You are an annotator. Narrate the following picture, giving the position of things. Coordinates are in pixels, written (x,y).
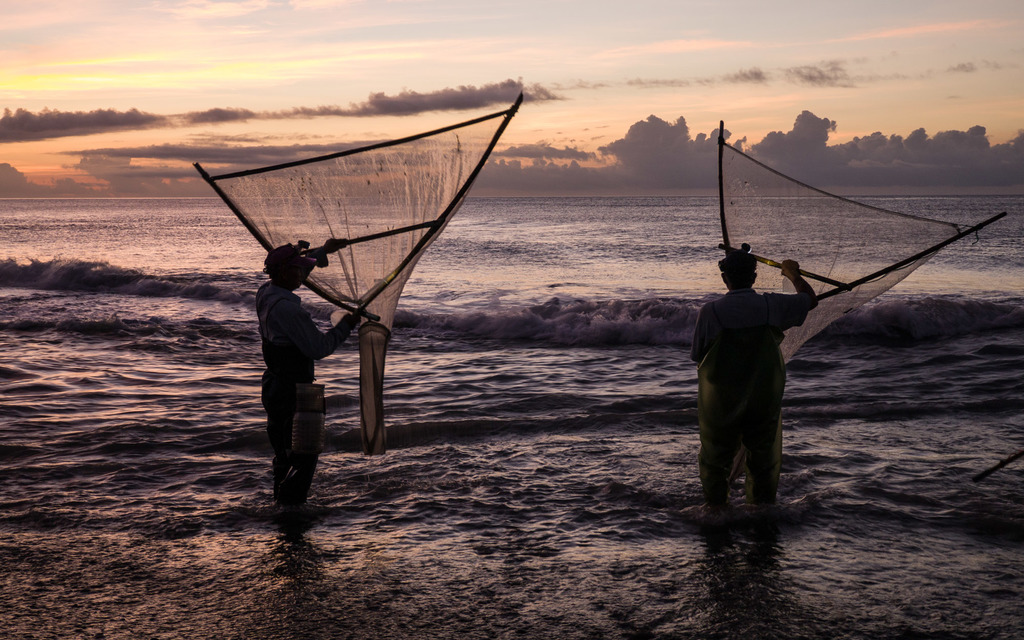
In this image we can see two persons (708,346) standing in the water (544,410) and holding fishing nets (397,271) and in the background (634,101) there is the sky (751,101) with clouds (833,153).
